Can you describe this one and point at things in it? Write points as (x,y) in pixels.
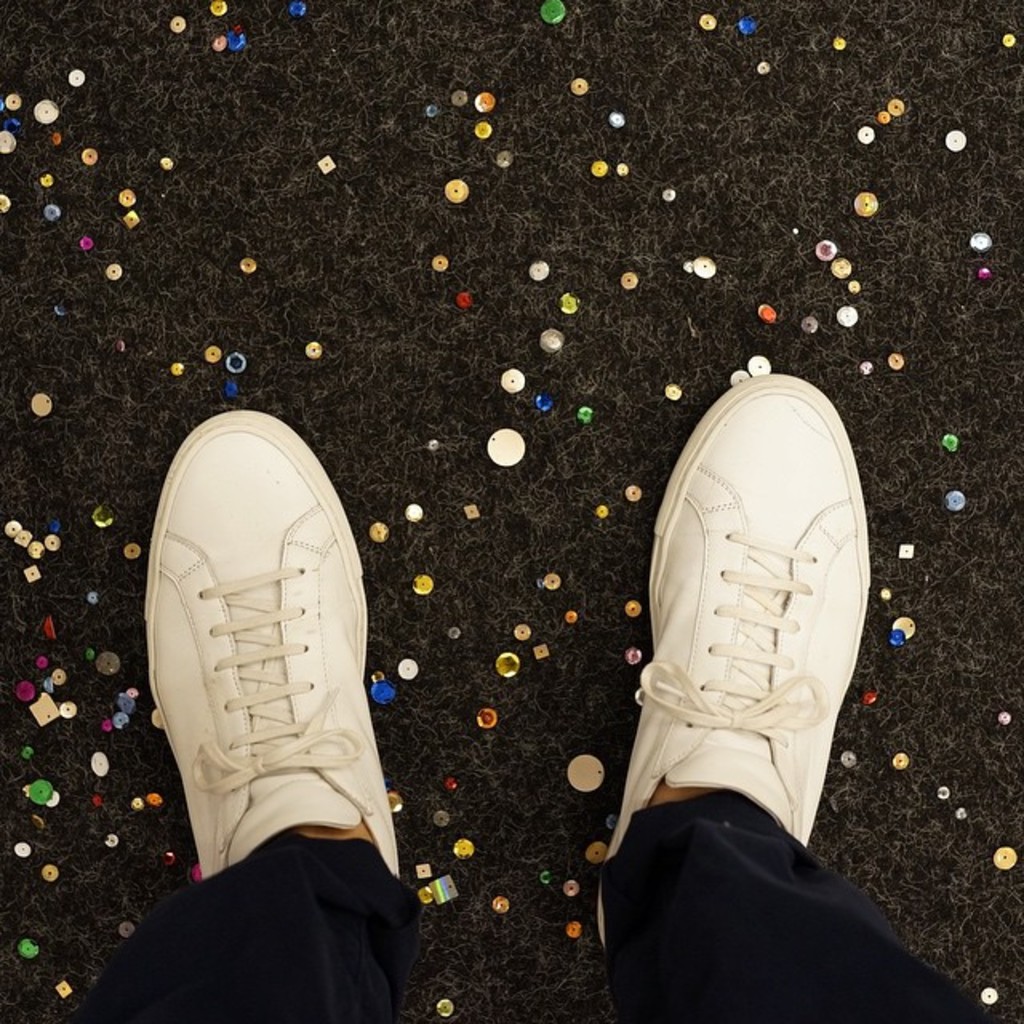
At the bottom of the image (859,915) we can see the person's legs (932,1020) and wearing the shoes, pant (701,842). In the background of the image (643,375) we can see the carpet (457,421) and decor (214,3).
